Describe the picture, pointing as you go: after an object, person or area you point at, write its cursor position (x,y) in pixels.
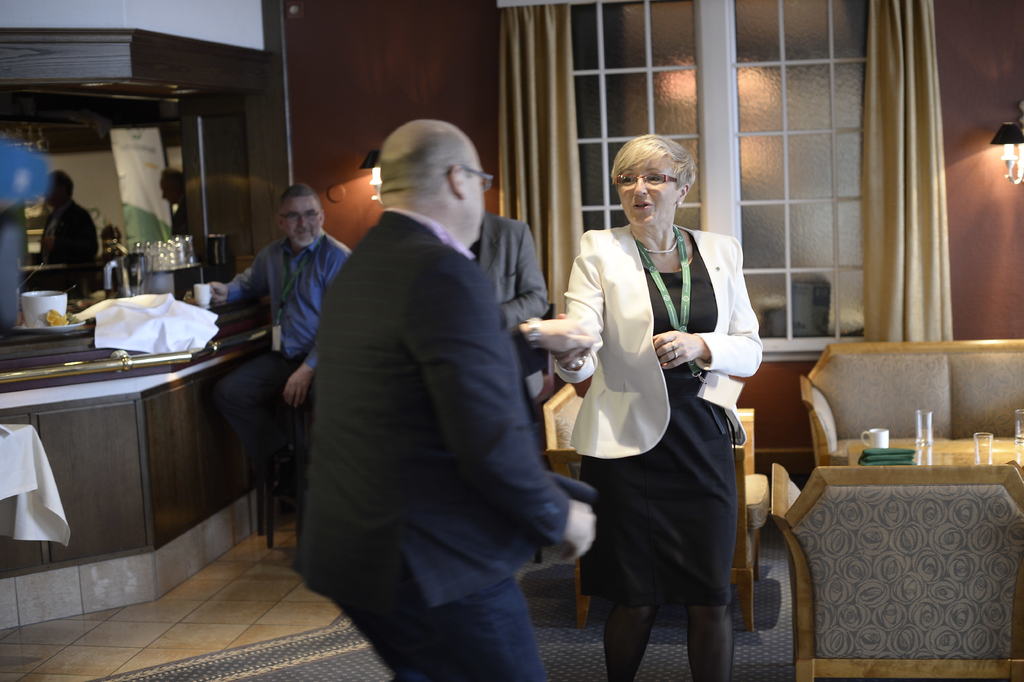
This is the man (446,366) and woman (640,577) standing. These are the chairs (939,483). I can see a table (940,461) with a cup (874,432), glasses (919,451) and a cloth (907,456). Here is a person (300,362) sitting on the stool (297,407). These are the curtains (897,119) hanging to the hanger (536,1). This looks like a window (813,138) with a glass door (794,180). I can see a lamp (1011,147), which is attached to the wall (988,97). I can see a cup (22,303), glasses (156,260) and few other things (176,323) are placed on the table (96,369). Here is a person (76,227) standing.
